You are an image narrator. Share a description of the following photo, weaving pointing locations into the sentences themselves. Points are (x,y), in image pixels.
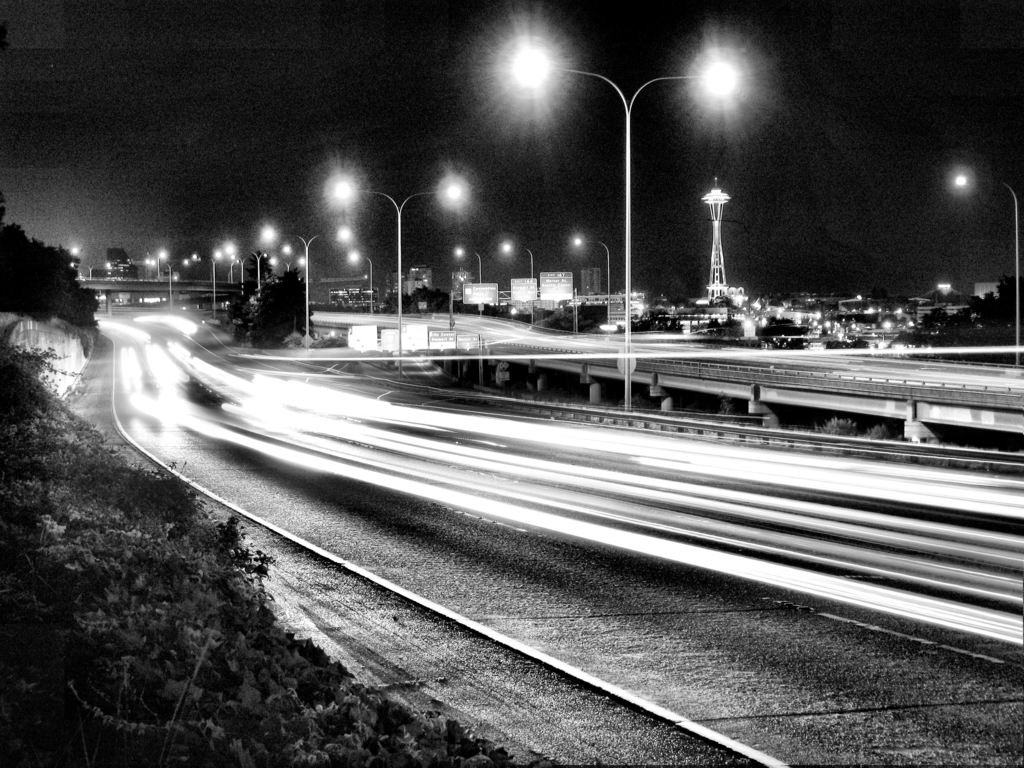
This is the black and white image in this image we can see road (776,464), lights (477,257), trees (31,260), plants (239,591), flyover (633,381), tower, sign boards (520,299), buildings (867,314), and sky (811,125).
